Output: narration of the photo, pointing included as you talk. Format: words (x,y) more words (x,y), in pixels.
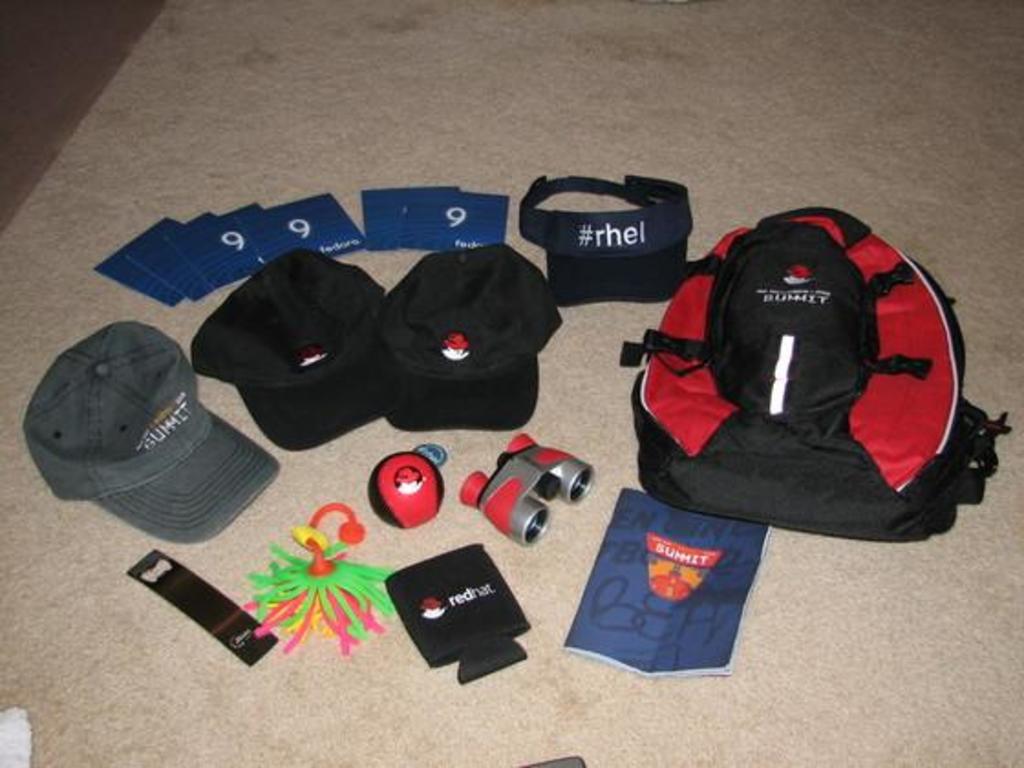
In this image i can see a bag (755,353), cap (520,344), a paper (635,549), a ball (405,474), cards (385,237) on a floor (535,103).
